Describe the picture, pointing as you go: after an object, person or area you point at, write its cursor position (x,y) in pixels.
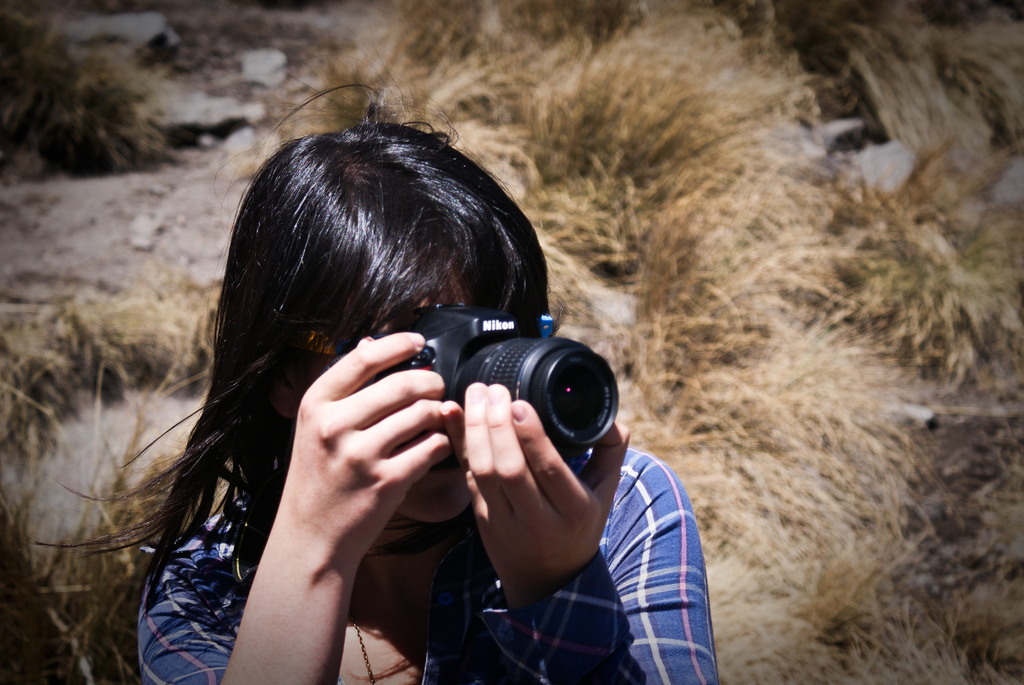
On the background (748,139) we can see dried grass (713,192) and few stones (893,155). Here we can see a woman (407,409) holding a camera (573,392) in her hands (385,424) and taking snap and it seems like a sunny day.
